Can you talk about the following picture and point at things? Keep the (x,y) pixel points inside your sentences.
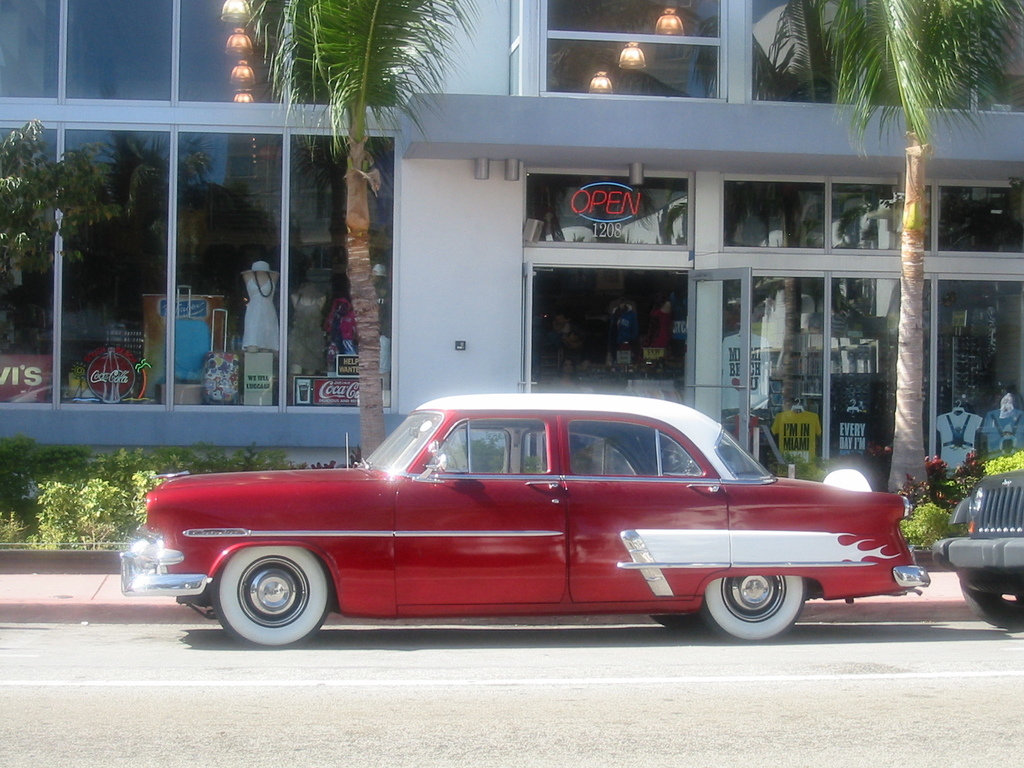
This is an outside view. Here I can see two cars (735,558) on the road (673,685). In the background (696,322) there is a building (440,360) along with the glasses (105,266). Behind the glasses (336,350) there are few mannequins (248,327), luggage bags (191,327), lights (236,50) and some other objects (108,364). In front of this building (62,385) there are few plants (114,473) and trees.
